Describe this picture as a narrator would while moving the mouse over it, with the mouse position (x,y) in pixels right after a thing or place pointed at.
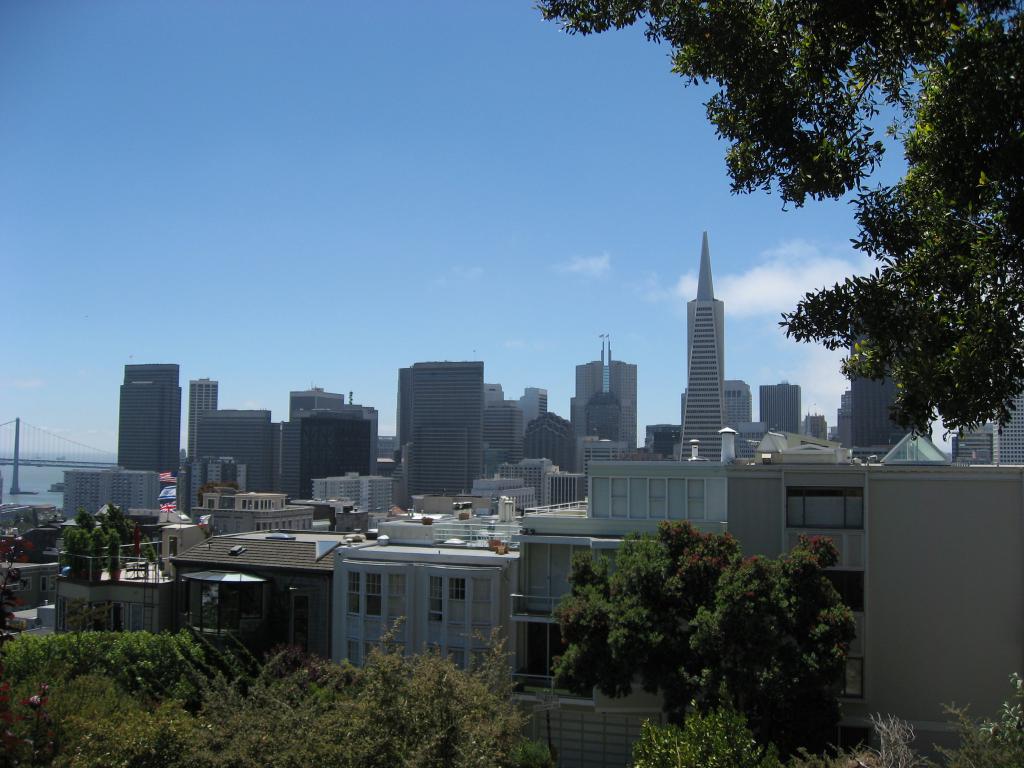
This image is clicked outside. There are buildings (530,468) in the middle (525,455). There are trees (414,682) at the bottom (26,663) and right side (730,610). There is sky (447,216) at the top (412,230).
